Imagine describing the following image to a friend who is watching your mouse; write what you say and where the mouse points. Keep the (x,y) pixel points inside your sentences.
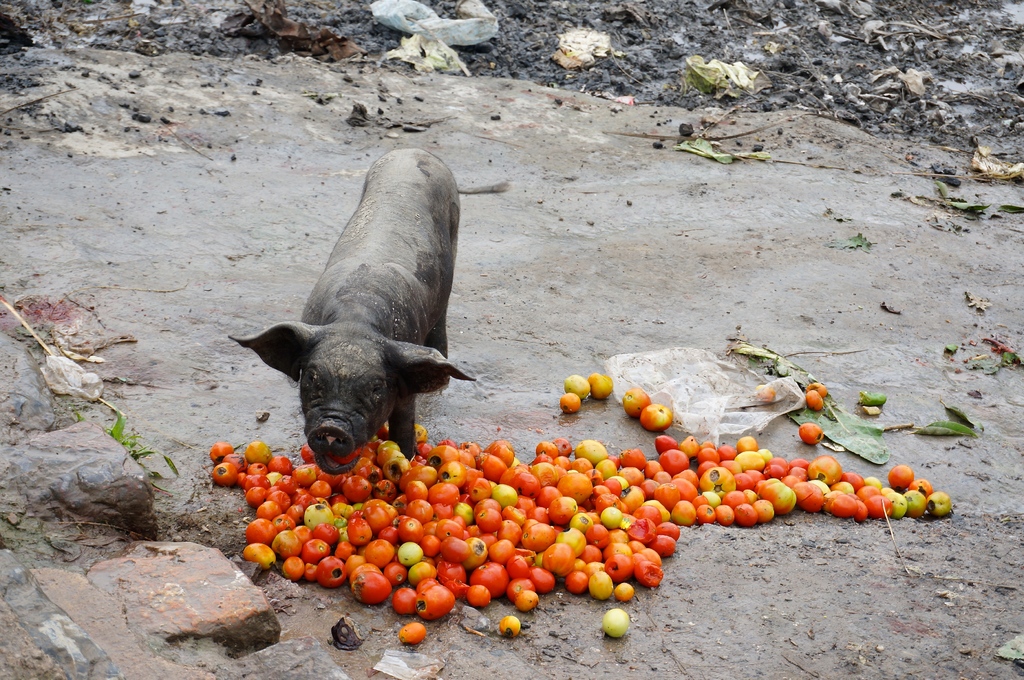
This is an outside view. Here I can see tomatoes (596,541) and a pig (370,318) on the ground (208,329). At the top of the image (850,58) I can see the garbage material (494,23). It seems to be a landfill (849,87).
